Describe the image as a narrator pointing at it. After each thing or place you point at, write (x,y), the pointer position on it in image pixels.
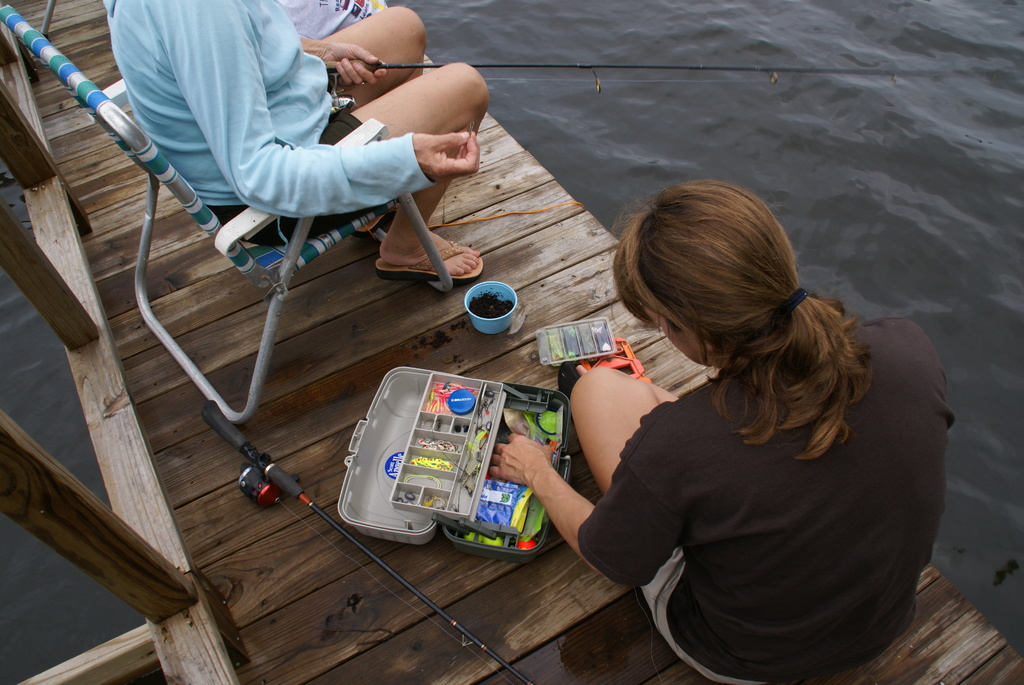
In this picture I can observe a woman (655,403) sitting on the wooden surface (295,374) on the right side (731,480). On the left side (239,74) I can observe another person (210,66) sitting in the chair (60,74) and holding a fishing stick (412,69) in his hand (351,72). In the background (867,78) I can observe water (834,164).
